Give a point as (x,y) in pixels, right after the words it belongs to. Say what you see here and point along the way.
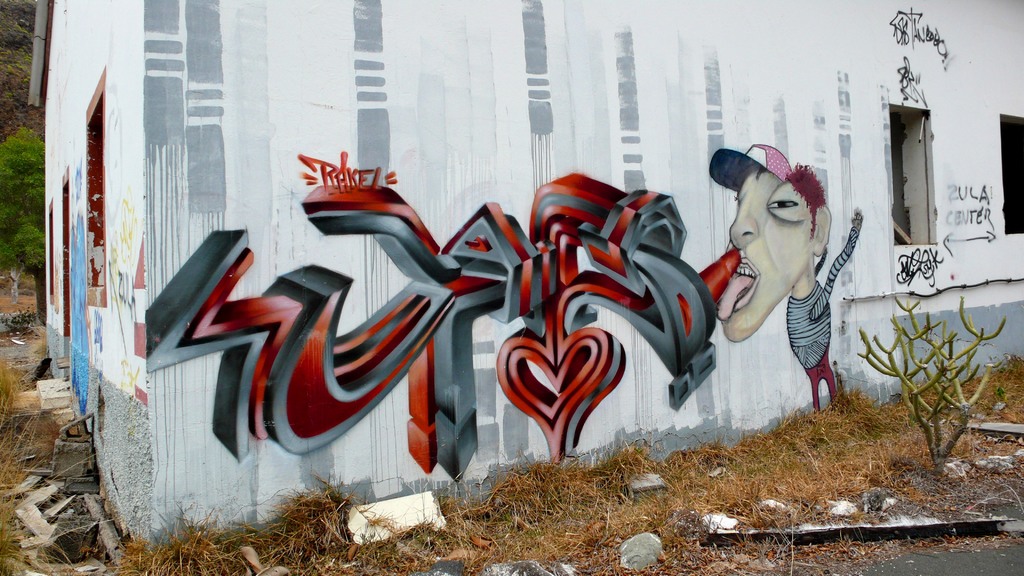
In this image I can see some grass (641,499) on the ground (669,514), a plant (923,401) and a building (302,120). On the walls (874,375) of the building (424,185) I can see the painting (534,338) of a person (773,211) which is red, grey and pink in color. I can see few objects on the ground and in the background (11,180) I can see a tree (31,165) and a mountain (32,117).
